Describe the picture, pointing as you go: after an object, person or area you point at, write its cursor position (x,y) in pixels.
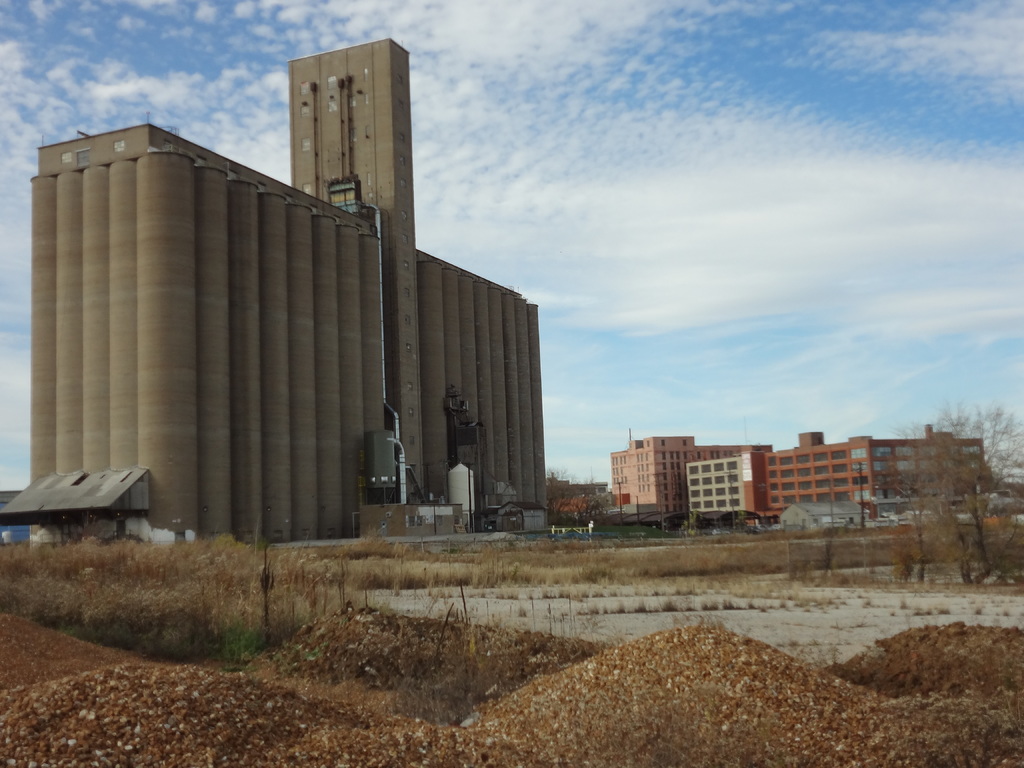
In the image there are buildings (467,401) in the background (672,494), in the front (155,707) the land (502,557) is covered with dry grass (803,573) and plants (921,558) with small sand dunes (618,696) and above its sky (734,204) with clouds (642,90).
